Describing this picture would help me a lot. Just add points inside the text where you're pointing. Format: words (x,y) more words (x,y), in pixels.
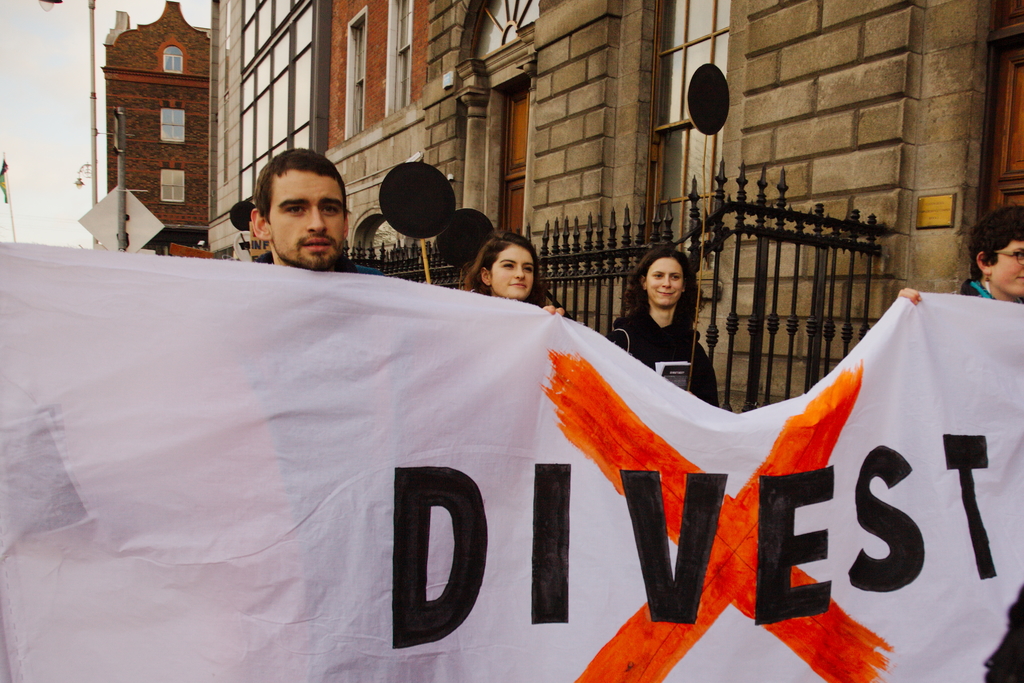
In this picture there are people (1012,274), among them two persons (996,274) holding a banner (415,426) and we can see boards (156,219), railing (792,241), poles (122,111), lights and buildings (147,113). In the background of the image (58,105) we can see the sky (53,81).
